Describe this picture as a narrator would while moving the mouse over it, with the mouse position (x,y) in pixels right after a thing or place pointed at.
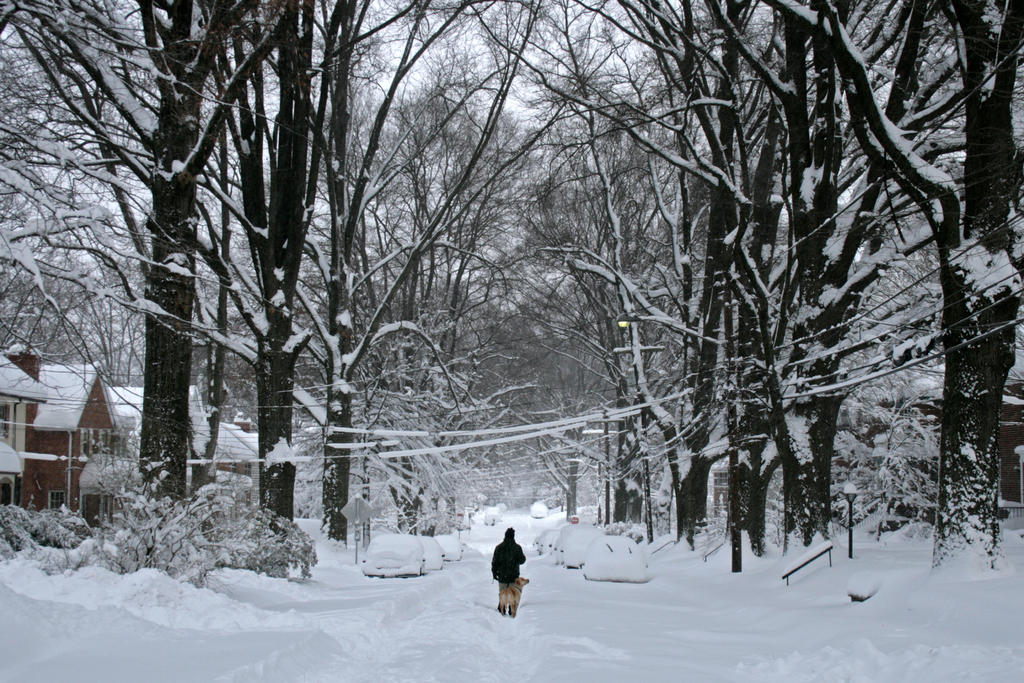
There is a road (415,611) which is completely covered with snow (539,630). On the side of the road (628,589) there are some vehicles (573,540) parked which are completely covered with snow (408,555). On this road (458,615) in the snow (465,600), there is a man (505,579) and dog (515,582) who are walking. To the side of this road (454,580) there are some trees (885,352) and houses (73,459). There are some big trees (188,156) here. We can observe some wires (504,430) too, communication lines (484,430) or electricity supply lines (963,345). There are some street lights (630,324). In the background (479,66) we can observe sky (517,88).
